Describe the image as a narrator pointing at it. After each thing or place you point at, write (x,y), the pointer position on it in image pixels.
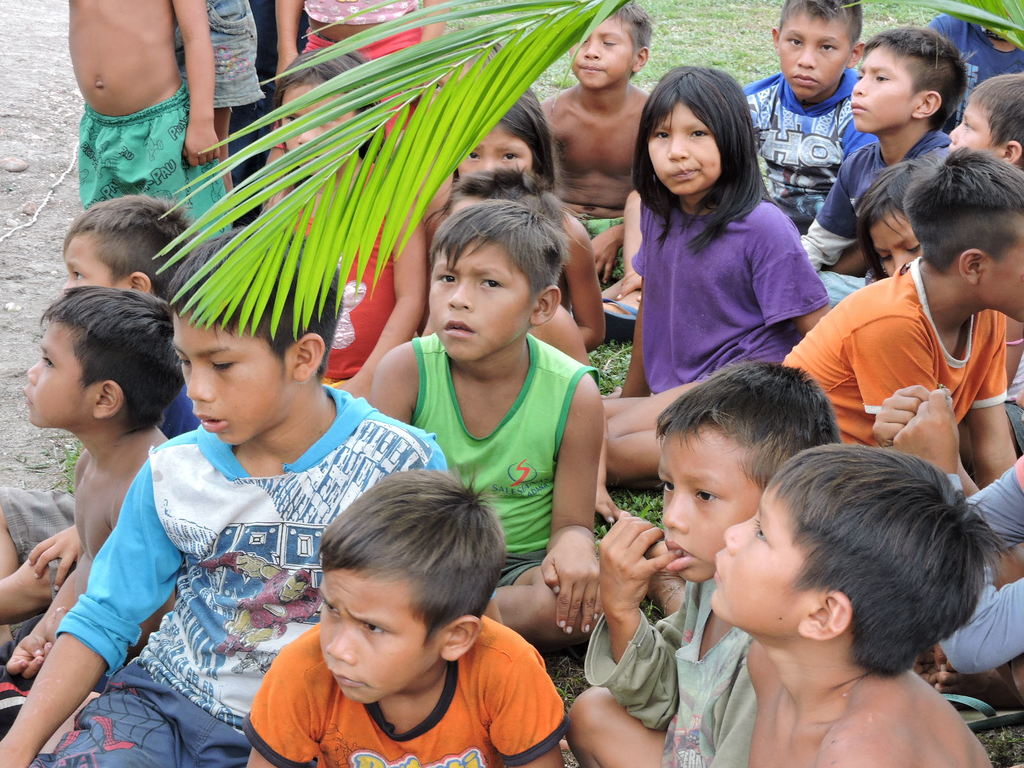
In this image there are group of kids (500,349) sitting on the ground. At the top (435,129) there are green leaves (376,108).
